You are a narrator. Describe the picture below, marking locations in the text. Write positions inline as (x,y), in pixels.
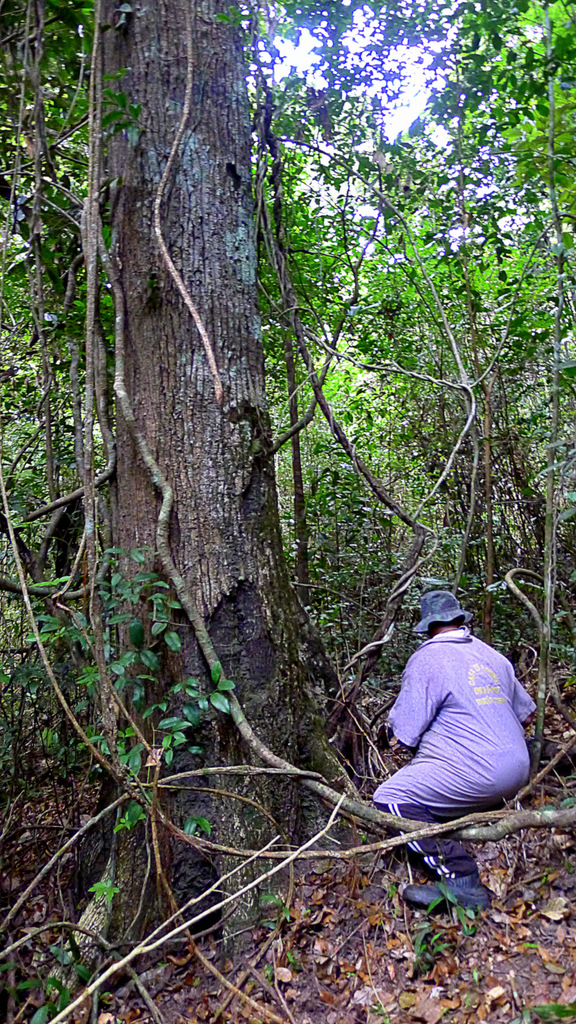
This image consists of a man (475,740) sitting on a stem (467,834). At the bottom (361,968), there are dried leaves (460,975) on the ground (426,986). It looks like, it is clicked in a forest (349,461). In the background (365,476), there are many trees (292,122).
